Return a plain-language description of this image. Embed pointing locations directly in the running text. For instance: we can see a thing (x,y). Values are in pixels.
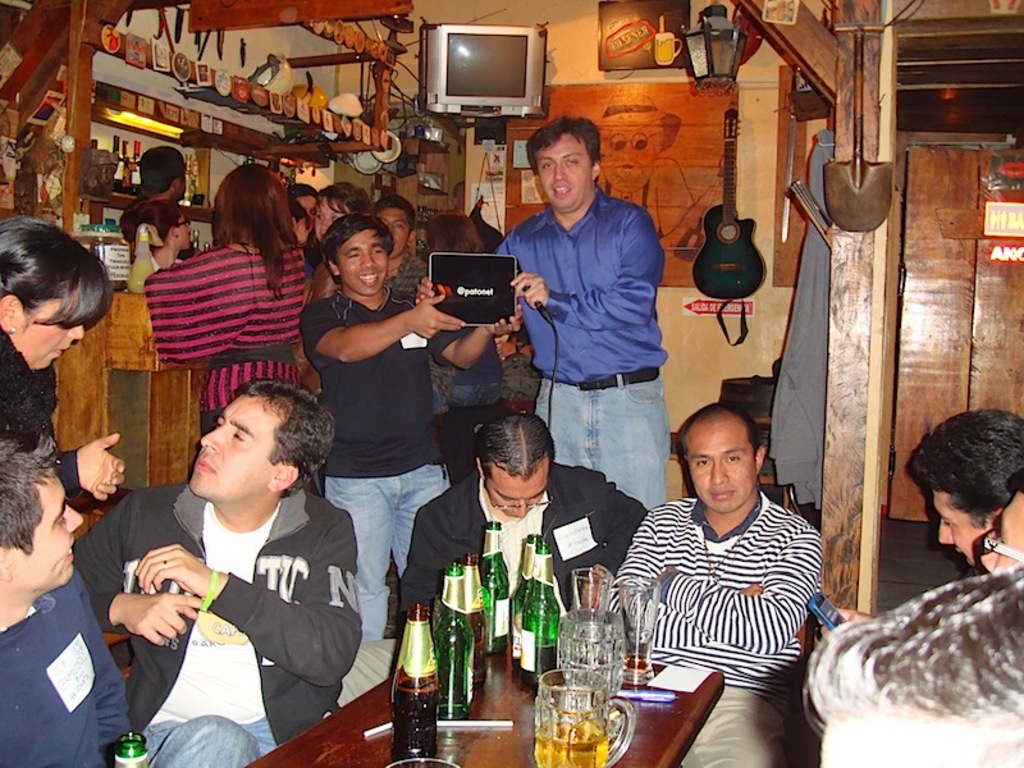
Inside a club (431,122) there are group of people (219,485) sitting around the table (378,704), there are many alcohol bottles (500,641) and glasses (550,674) kept on the table (529,702) and on the left side (120,193) there are plenty of alcohols (197,160) kept in the shelves (206,192) and the people (236,265) are standing in front of the table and there is a television (459,83) fixed to the wall (452,142) on the right side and there is a guitar (720,249) beside the television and in the middle (429,356) two men (600,344) were standing and holding some object (477,285) with their hands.
